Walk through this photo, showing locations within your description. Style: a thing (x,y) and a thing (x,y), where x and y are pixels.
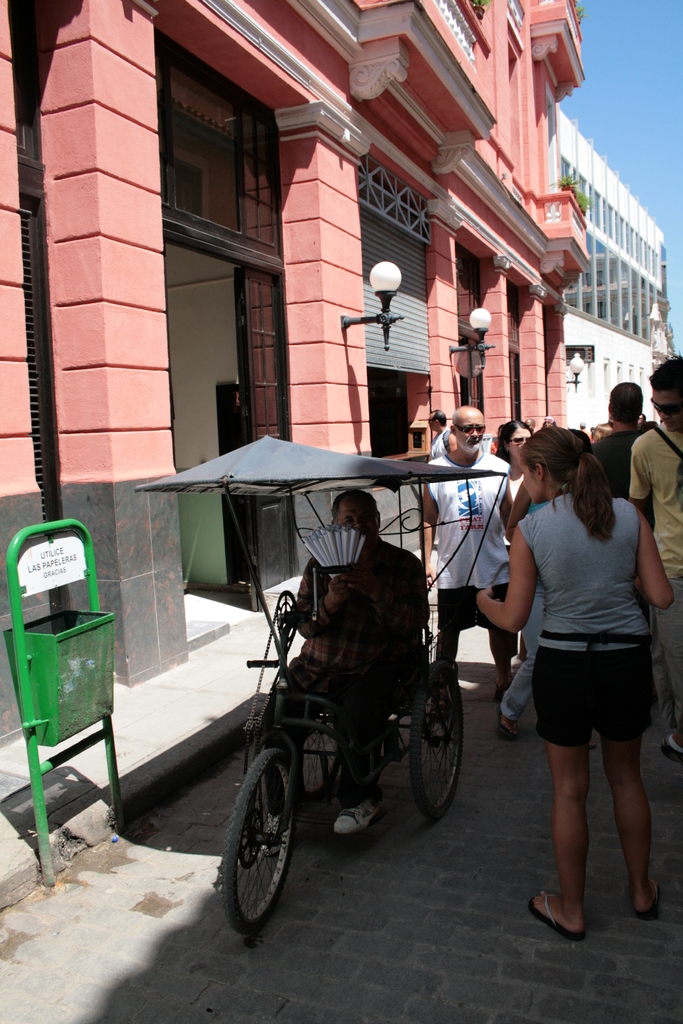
As we can see in the image, there are few people (682,615) standing on road (670,774) and one man (350,667) is sitting on wheel chair (319,726). On the left (96,222) there are buildings (136,176).
